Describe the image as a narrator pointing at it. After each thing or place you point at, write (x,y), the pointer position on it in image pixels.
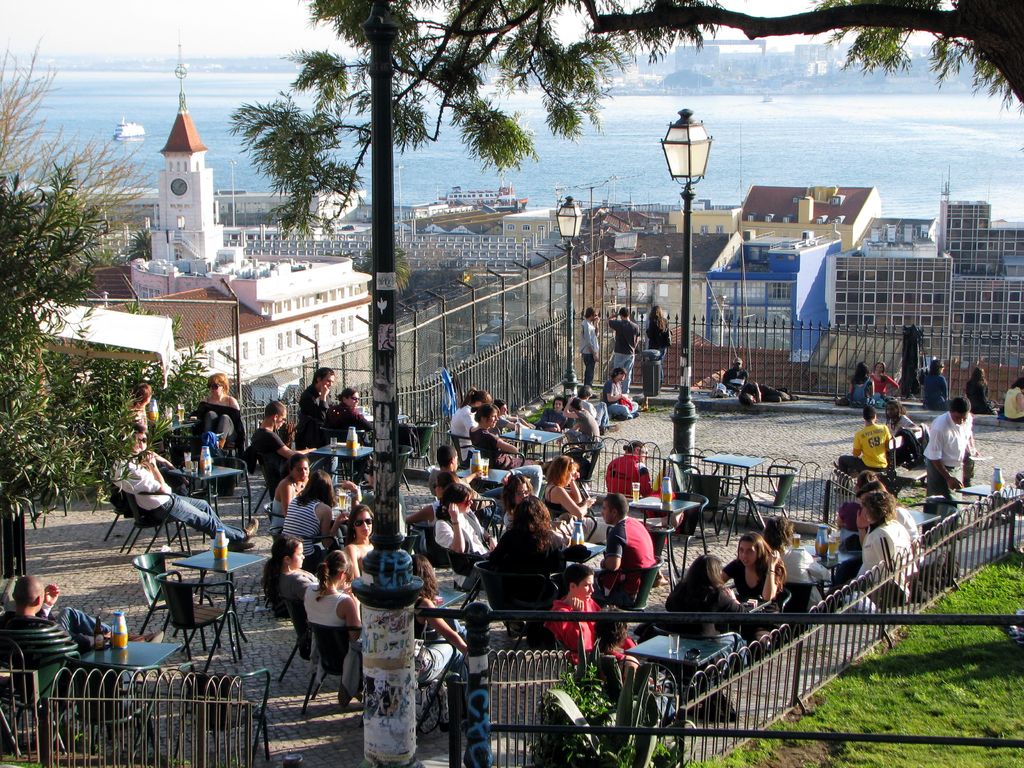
Here we can see few people (293,552) sitting on the chairs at the tables (249,566). On the tables (184,560) we can see glasses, bottles (225,537) and some other items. In the background (572,372) there are buildings (520,215), light poles (568,345), fence (516,345), grass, plants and we can also see persons (589,345) standing at the fence (478,356), trees (1006,72), boats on the water (215,122) and sky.
